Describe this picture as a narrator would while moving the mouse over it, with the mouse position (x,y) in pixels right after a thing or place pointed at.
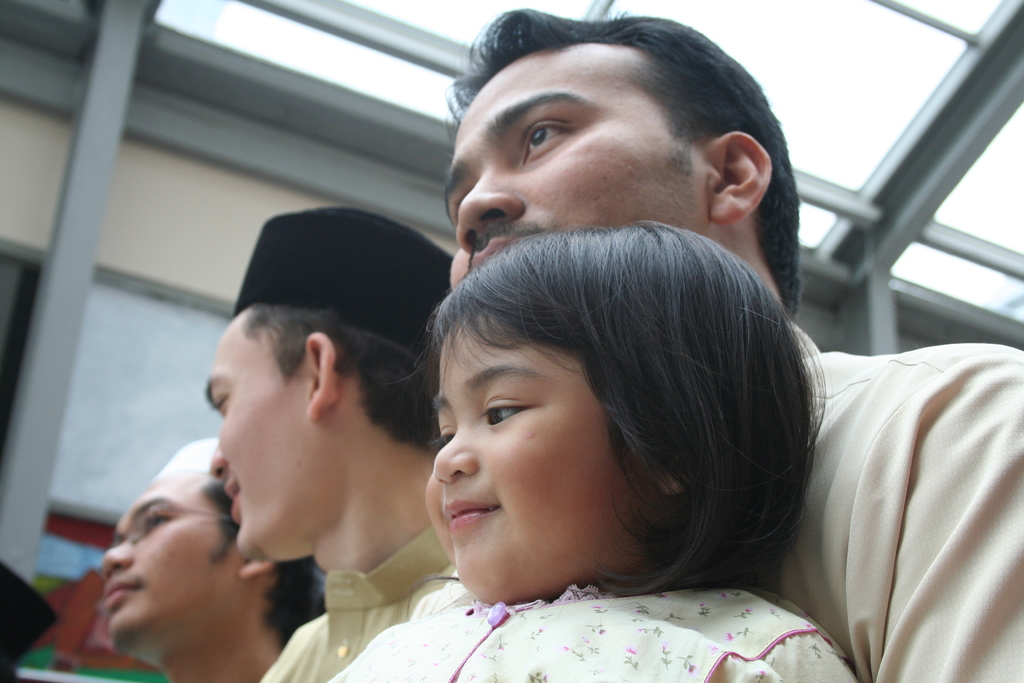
In this picture I can see there are three men (243,531) sitting and there is a girl (559,553) standing to the right side (762,643), they are looking at left side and there is a wall (125,212) in the backdrop (99,270). There are few glass windows (909,82) attached to the wall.
